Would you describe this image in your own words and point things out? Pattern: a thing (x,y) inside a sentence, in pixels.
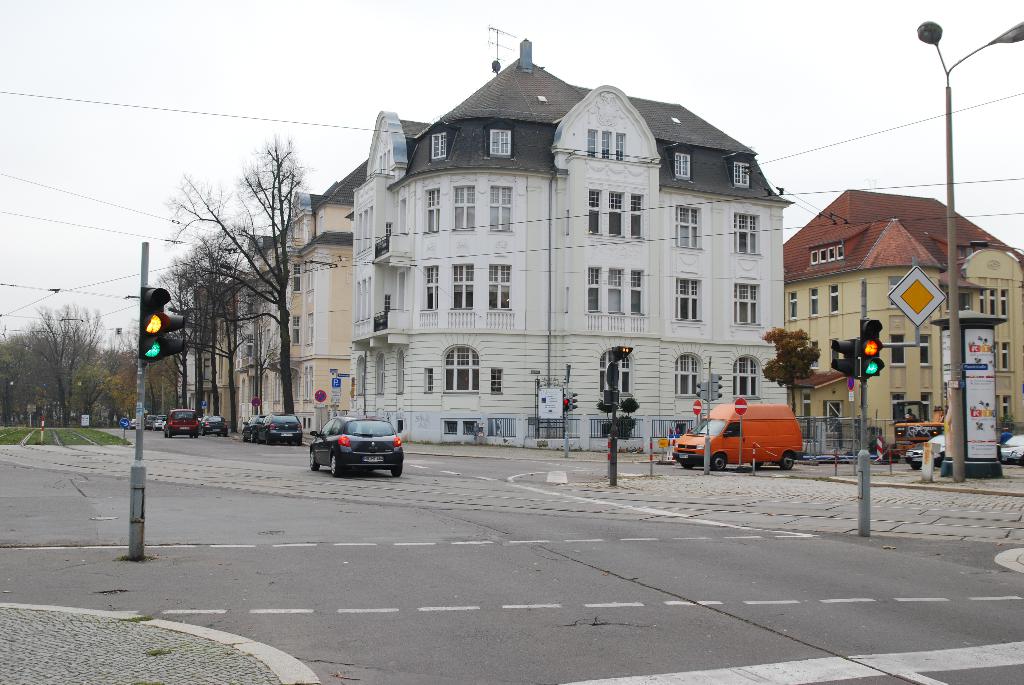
In this image we can see the buildings (749,215), trees (24,385) and also some vehicles (275,436) on the road (467,557). Image also consists of light poles (951,243), traffic signal light poles (862,467) and also electrical wires (107,294). At the top (120,199) there is sky (322,5) and at the bottom (587,643) we can see the road (564,650).
